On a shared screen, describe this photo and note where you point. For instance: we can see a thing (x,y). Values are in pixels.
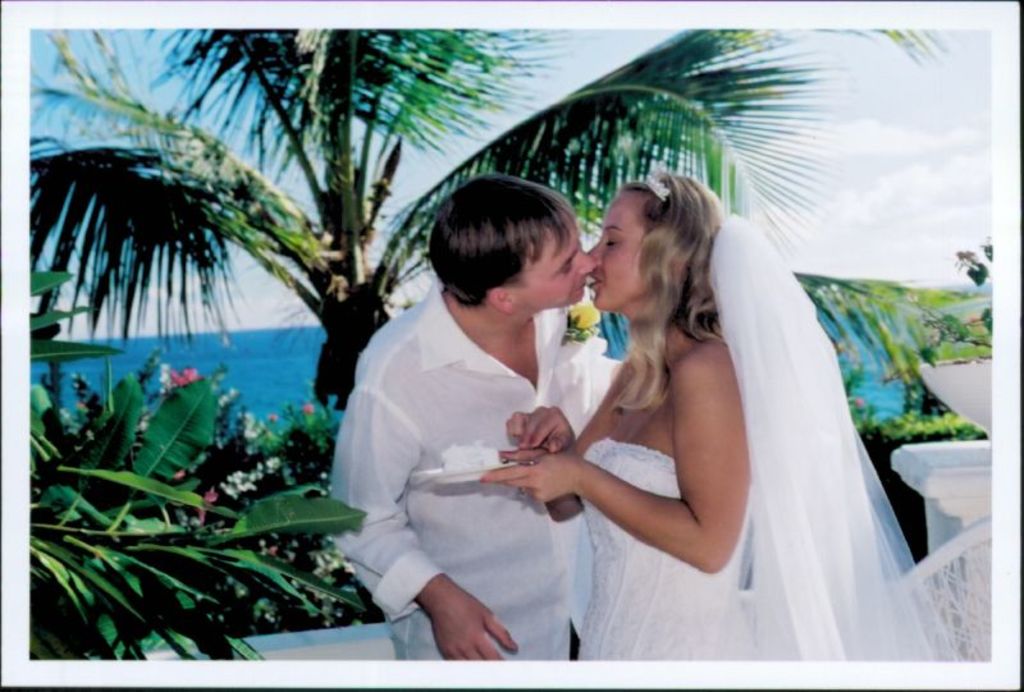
In this image there is a couple (655,314) kissing, behind the couple (462,378) there are trees (157,453) and water (230,355).
